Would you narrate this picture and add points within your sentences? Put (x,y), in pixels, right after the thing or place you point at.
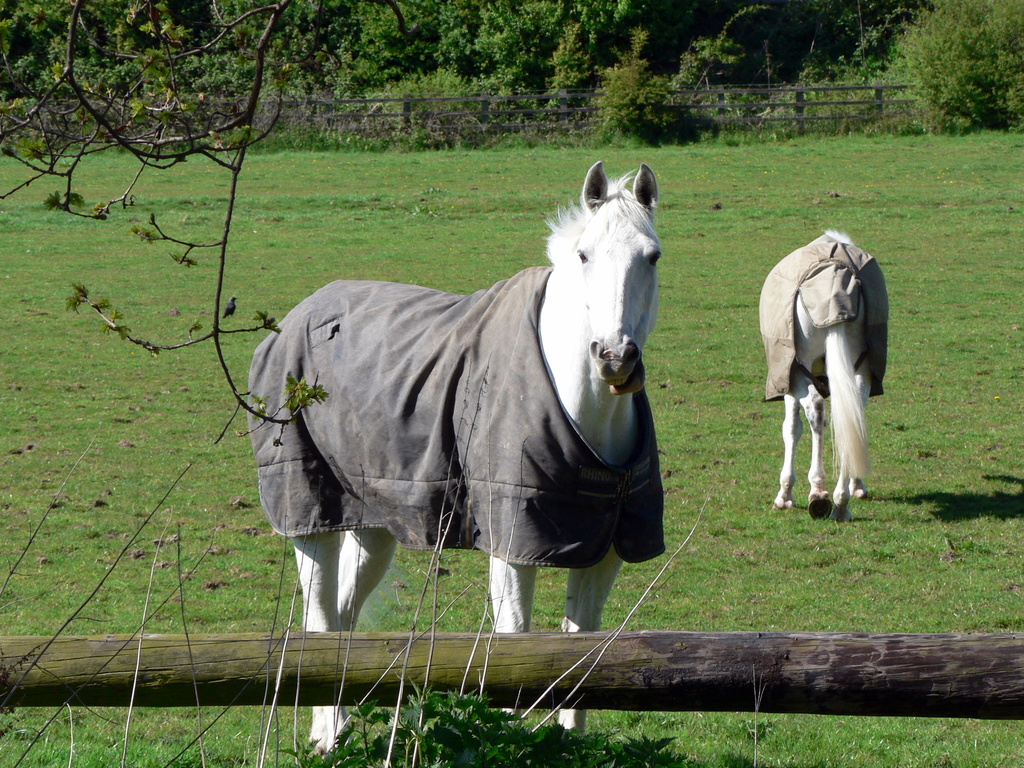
This picture shows couple of horses (539,370) with clothes (783,319) on their body (551,362) and we see trees (614,95) and a fence (776,120) and grass (385,222) on the ground (981,500) both the horses (544,343) are white in color.
